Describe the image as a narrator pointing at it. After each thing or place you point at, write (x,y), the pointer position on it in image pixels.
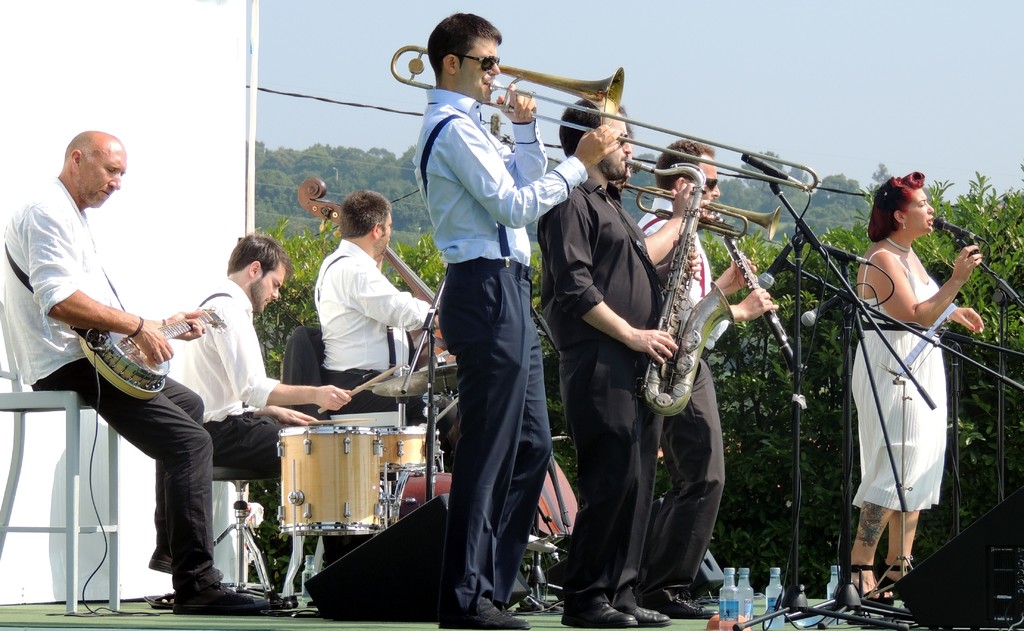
In this image I can see few people (456,179) are holding musical instruments (358,427). I can see few mics (769,167), stands (818,250), bottles (780,601) and few objects (527,546) on the surface (469,630). Back I can see a whiteboard (178,196), few trees (357,165) and sky (740,59) is in blue and white color.
